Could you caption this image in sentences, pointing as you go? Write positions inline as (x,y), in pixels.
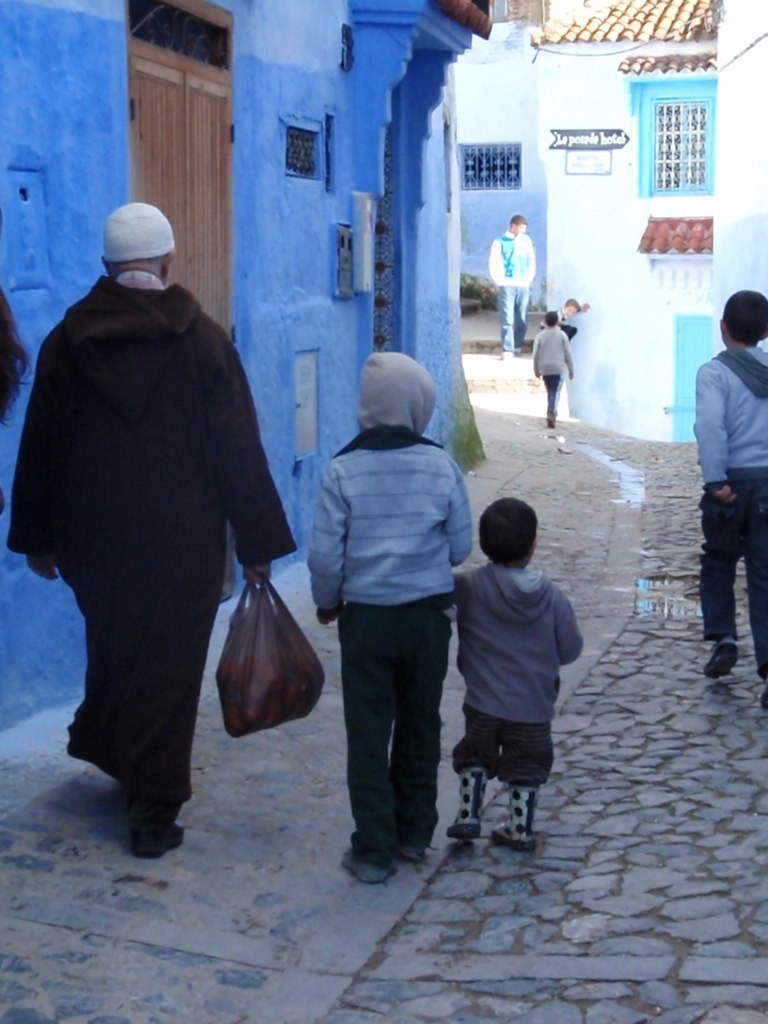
In this picture I can see there is a person (111,659) walking, he is holding a carrier bag (266,668), there are two kids (491,771). In the backdrop (569,332), there are few kids (552,317), a person (516,274) and few buildings (333,212) with windows (669,119) and doors (181,196).
